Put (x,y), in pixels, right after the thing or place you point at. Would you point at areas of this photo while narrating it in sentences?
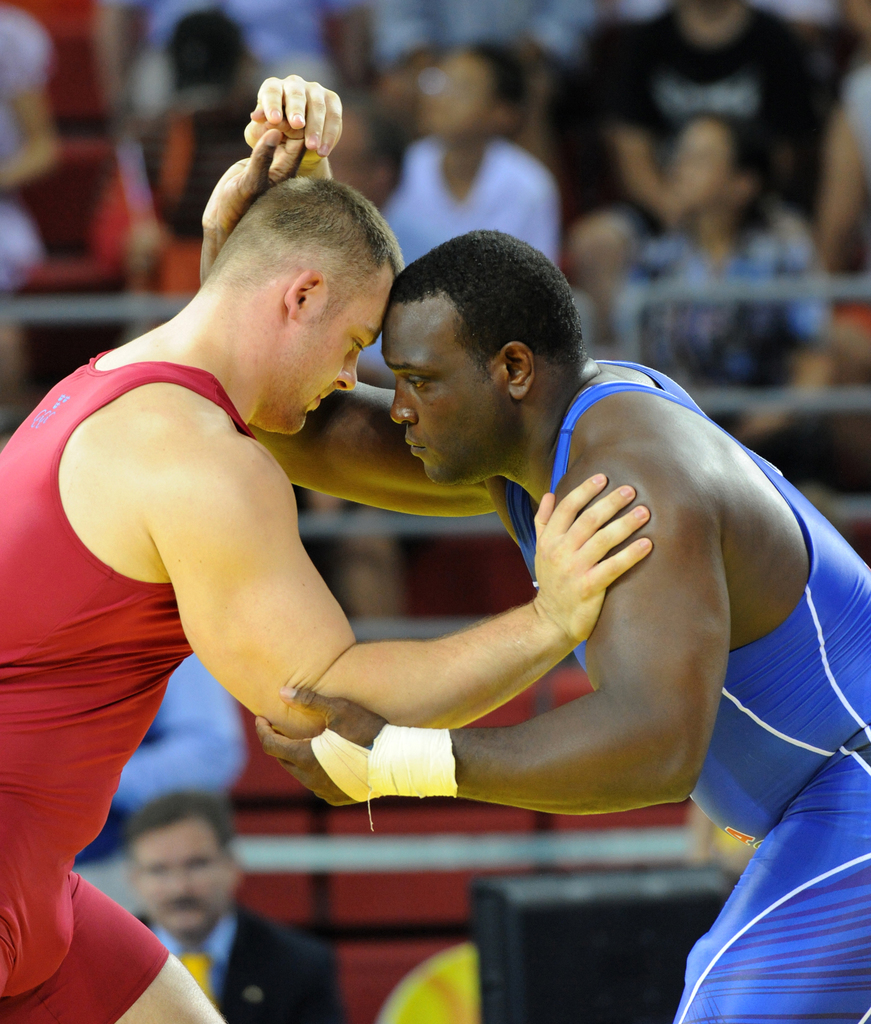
In this image in the front (221,398) there are persons (252,451) standing and holding hands (604,499) of each other. In the background (376,200) there are persons (418,150) sitting and there is an object (392,904) which is red in colour and in front of the object (437,883) there is another object (559,925) which is black in colour.
